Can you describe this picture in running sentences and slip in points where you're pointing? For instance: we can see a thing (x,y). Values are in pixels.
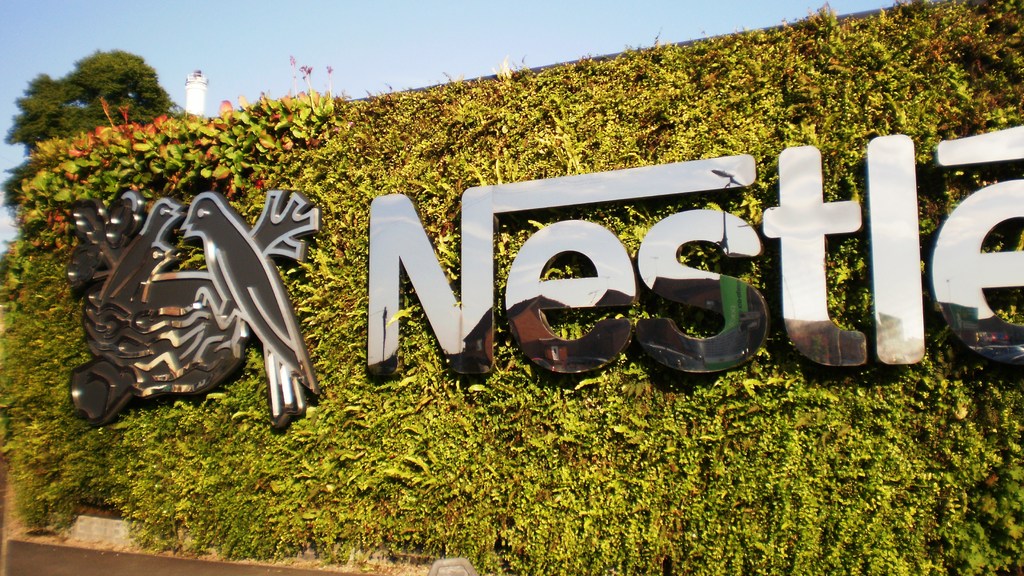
In front of the picture, we see the hedging plants (484,503) on which alphabet (466,259) are placed. It is written as "NESTLE". Beside that, we see the symbol (304,243) or the statue (224,294) of birds (248,281). In the background (112,91), we see a pole (187,97) and trees (92,104). At the top (325,75), we see the sky (403,50).
